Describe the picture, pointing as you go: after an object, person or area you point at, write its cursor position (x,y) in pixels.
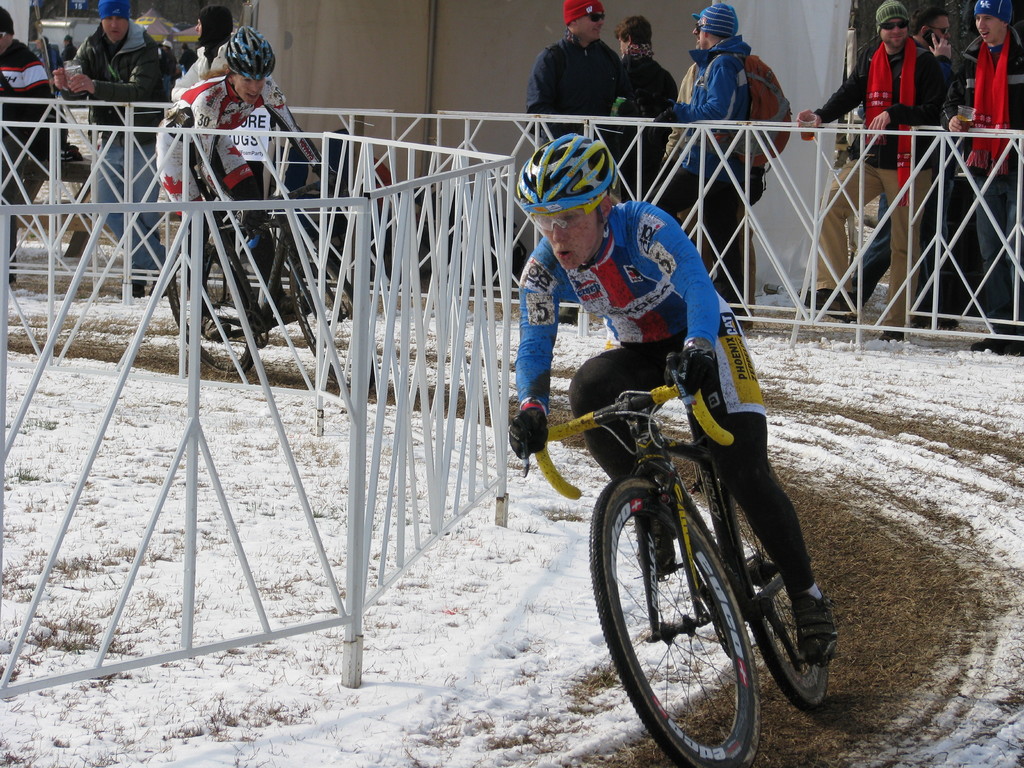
In this image I can see a person (652,286) wearing blue shirt (672,258) and black pant (756,482) is riding a bicycle (653,491) which is yellow and black in color on the ground (843,690). I can see the white railing (936,243) on both sides of the ground (889,536). In the background (225,152) I can see another person (233,165) riding the bicycle (295,261), few persons (859,80) standing, few trees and a tent (464,40) which is white in color. I can see some snow (487,571) on the ground (291,509).
